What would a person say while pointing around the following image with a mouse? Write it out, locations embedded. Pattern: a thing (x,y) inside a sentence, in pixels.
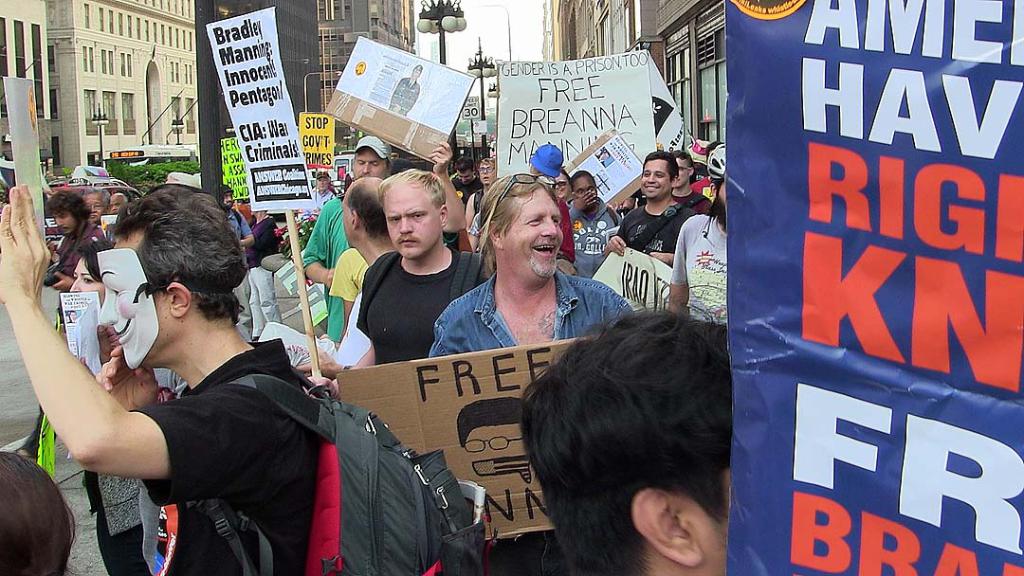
In this image there are a group of people (157,354) who are holding some placards (652,105), and in the foreground (259,376) there is one person (147,344) who is wearing a mask (147,297) and some of them are holding some boards (275,74). In the background (168,115) there are buildings (348,18), trees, pole (479,67), lights (425,24) and on the right side (902,328) there is one board (866,322). On the board (868,252) there is text (890,226).
